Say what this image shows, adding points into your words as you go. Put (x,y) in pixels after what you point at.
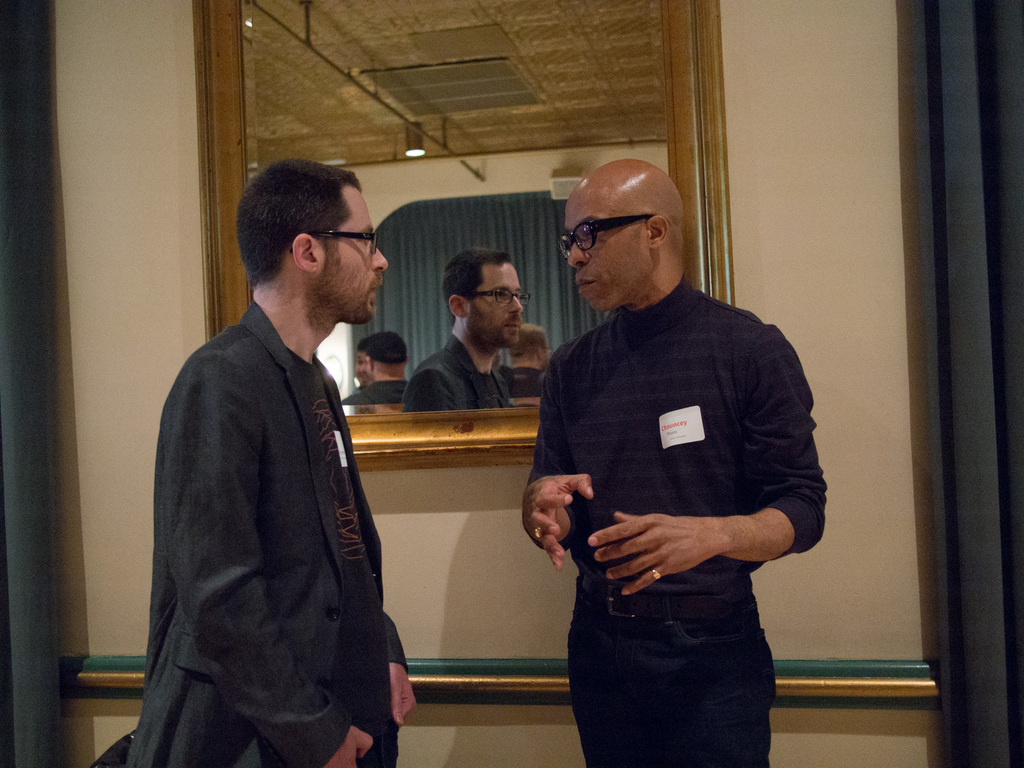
In this picture there is an African man (655,502) wearing black color shirt (726,469) and pant (710,632) is talking with the left side man (294,443) wearing black color coat (164,461). Behind there is a mirror (270,151) and brown color wall (925,656).
